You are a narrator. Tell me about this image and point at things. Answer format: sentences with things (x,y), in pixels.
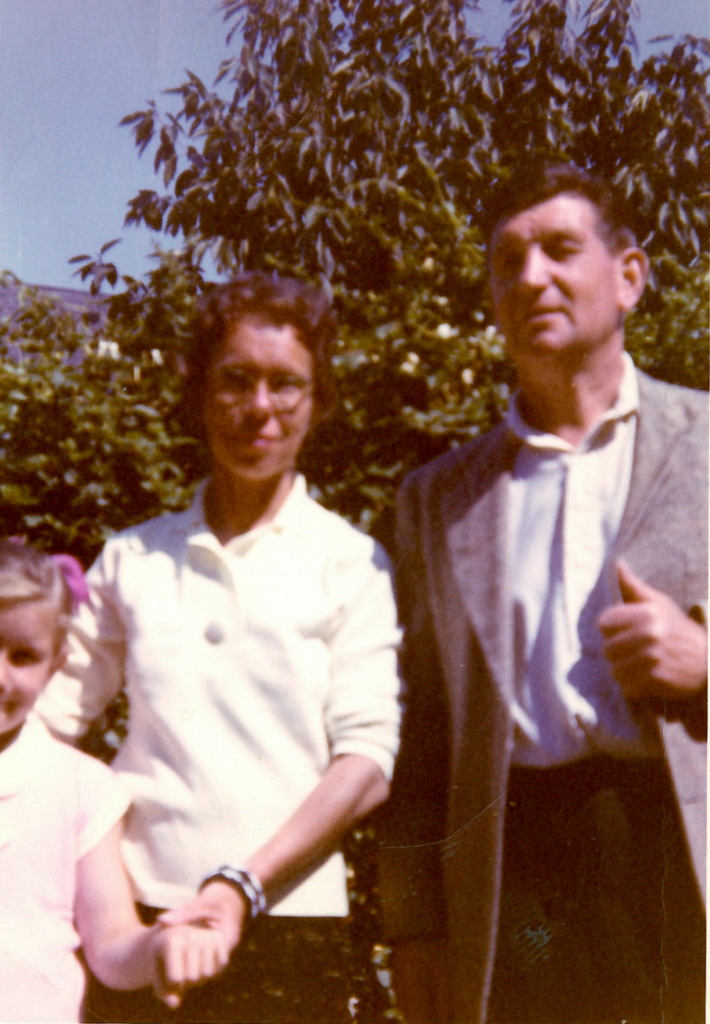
The man (500,523) on the right side (563,591) who is wearing a white shirt (532,636) and grey blazer (483,629) is standing. Beside him, the woman (240,614) in the white shirt (262,681) is standing and she is holding the hands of a girl (70,796), who is wearing a white shirt (56,819). There are trees (411,301) in the background (23,419). In the left top of the picture (95,117), we see the sky (105,110).
